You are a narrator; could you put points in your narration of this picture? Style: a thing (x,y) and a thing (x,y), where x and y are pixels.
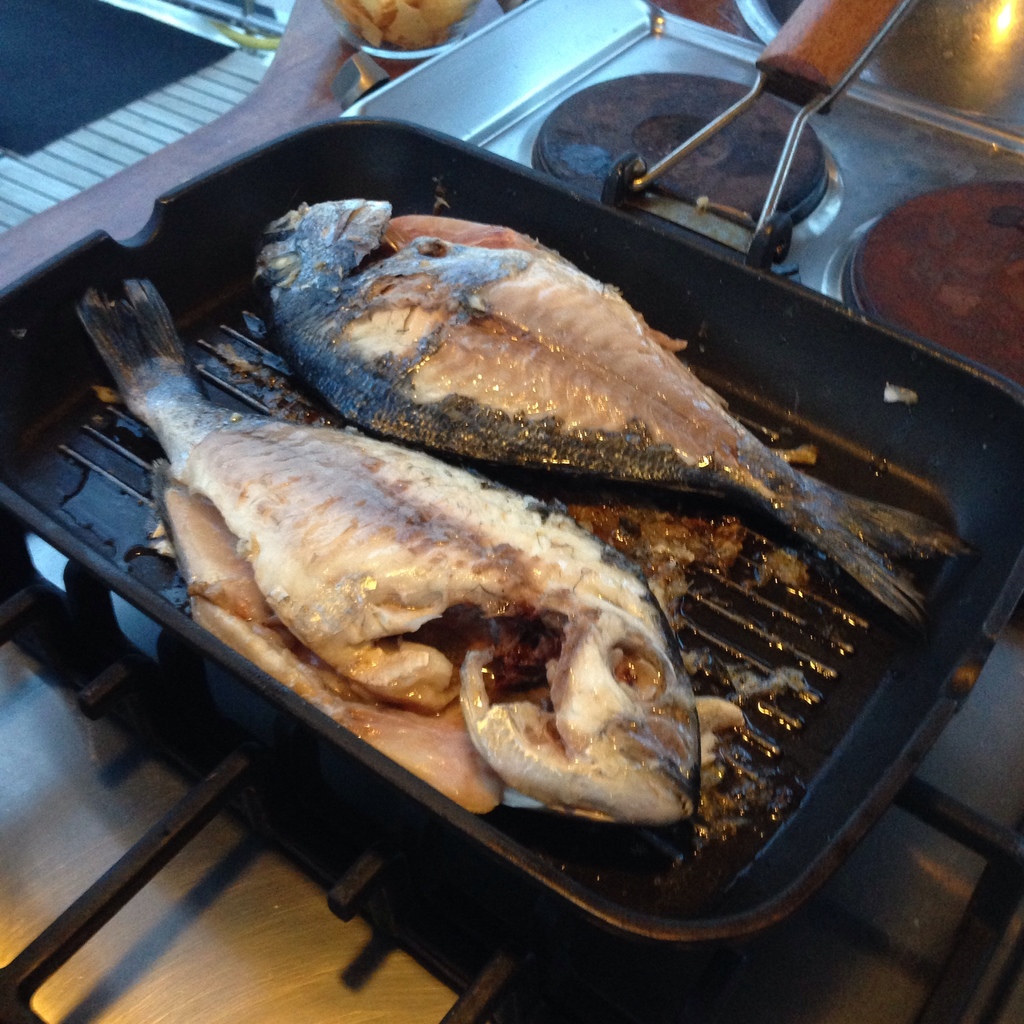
In this image in the center (532,489) there is a tray (193,295), in the tray (458,205) there are fishes (384,513) and at the top of the image (734,147) there are objects (602,102) and at the bottom (104,850) it looks like there is a stove (924,860) and some grills (940,813).
